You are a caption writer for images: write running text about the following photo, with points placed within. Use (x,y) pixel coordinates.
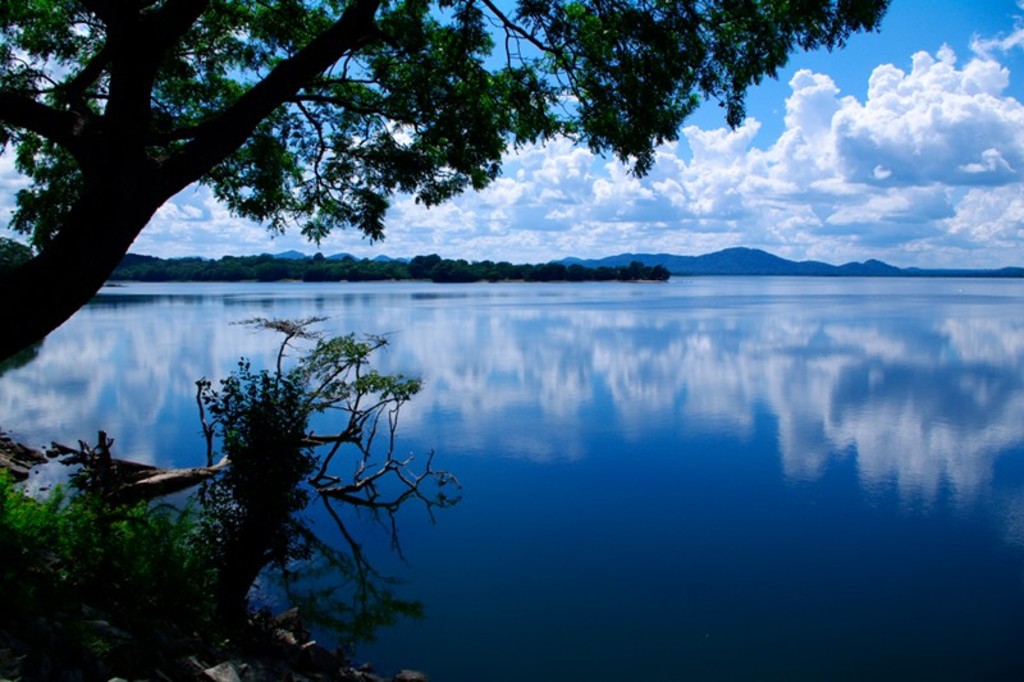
In the image we can see there is water (11,380) and there are trees (145,164). There is a cloudy sky (675,178).
